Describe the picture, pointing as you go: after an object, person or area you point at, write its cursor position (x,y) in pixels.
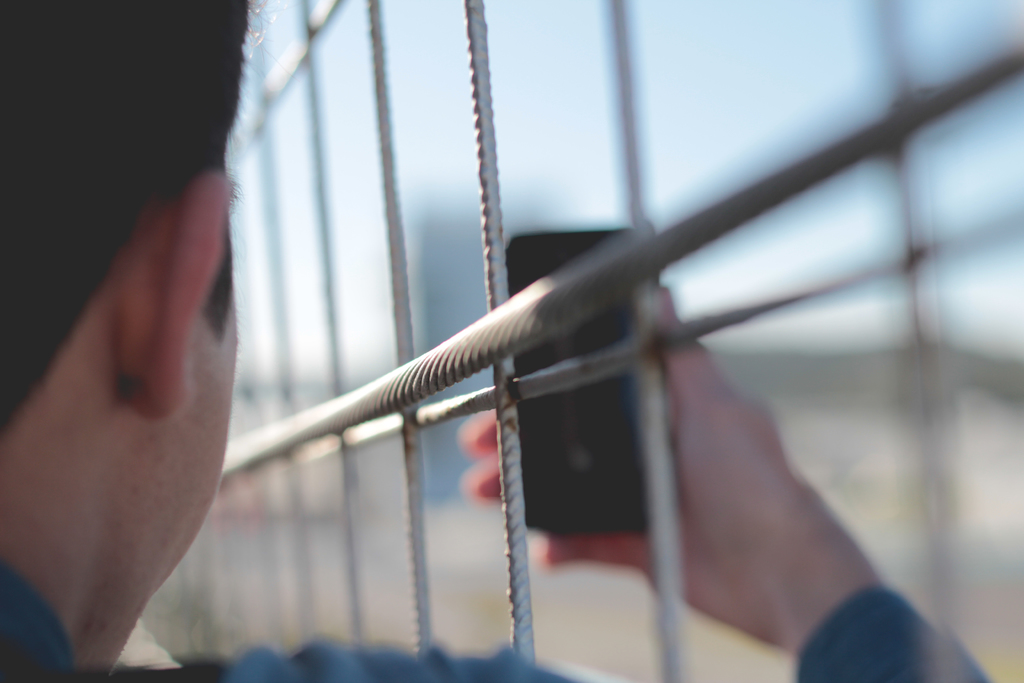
In this picture I can see a man (3,133) holding a mobile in his hand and I can see metal fence (482,173) and a blurry background (759,4).
